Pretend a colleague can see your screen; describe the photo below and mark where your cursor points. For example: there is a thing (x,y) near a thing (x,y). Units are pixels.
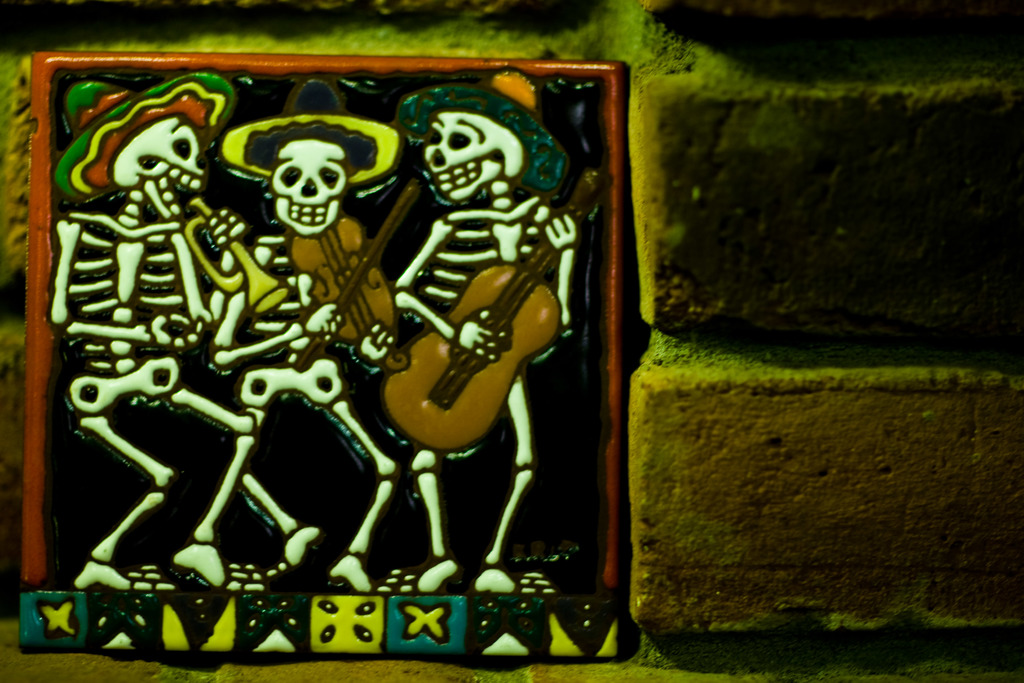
In this image there is a tile (153,344) attached on the wall (683,296), on the tile (349,377) there is the image of three skeletons (477,234) playing musical instruments (406,392).
